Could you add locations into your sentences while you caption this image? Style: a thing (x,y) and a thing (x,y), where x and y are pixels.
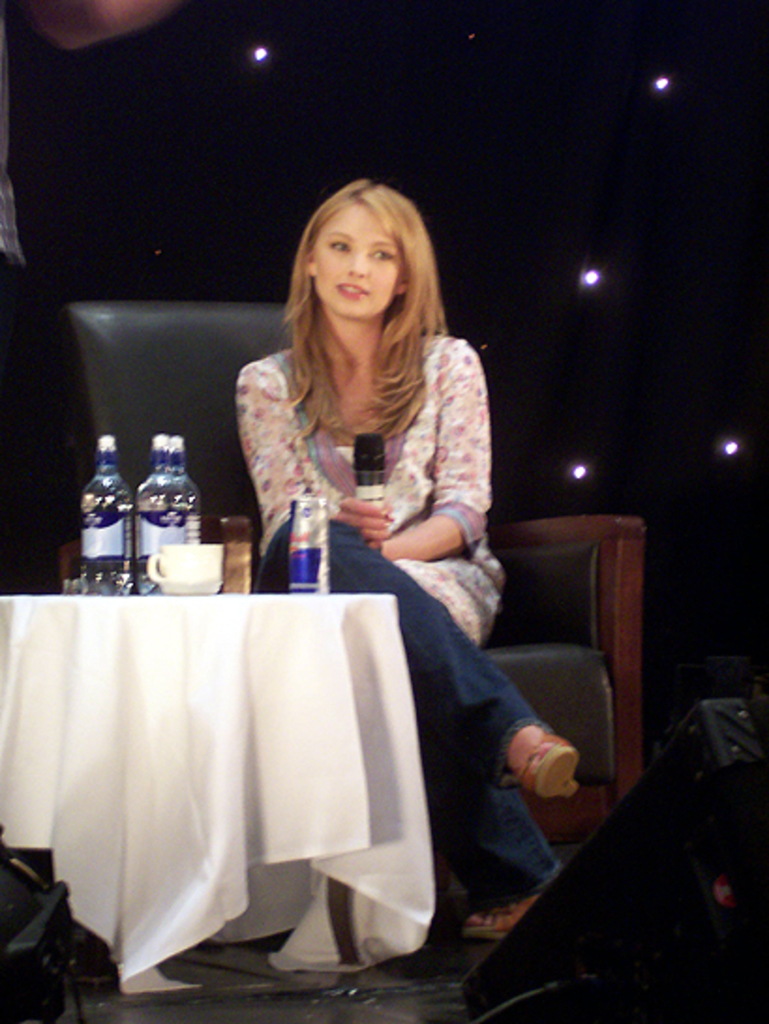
In this picture we can see a woman (473,443) is sitting on a chair (515,643) in front of a table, there are bottles (145,553), a tin (319,543), a cup (172,589) and a cloth (266,628) on the table (291,631), in the background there are lights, we can see a dark background (403,50).
